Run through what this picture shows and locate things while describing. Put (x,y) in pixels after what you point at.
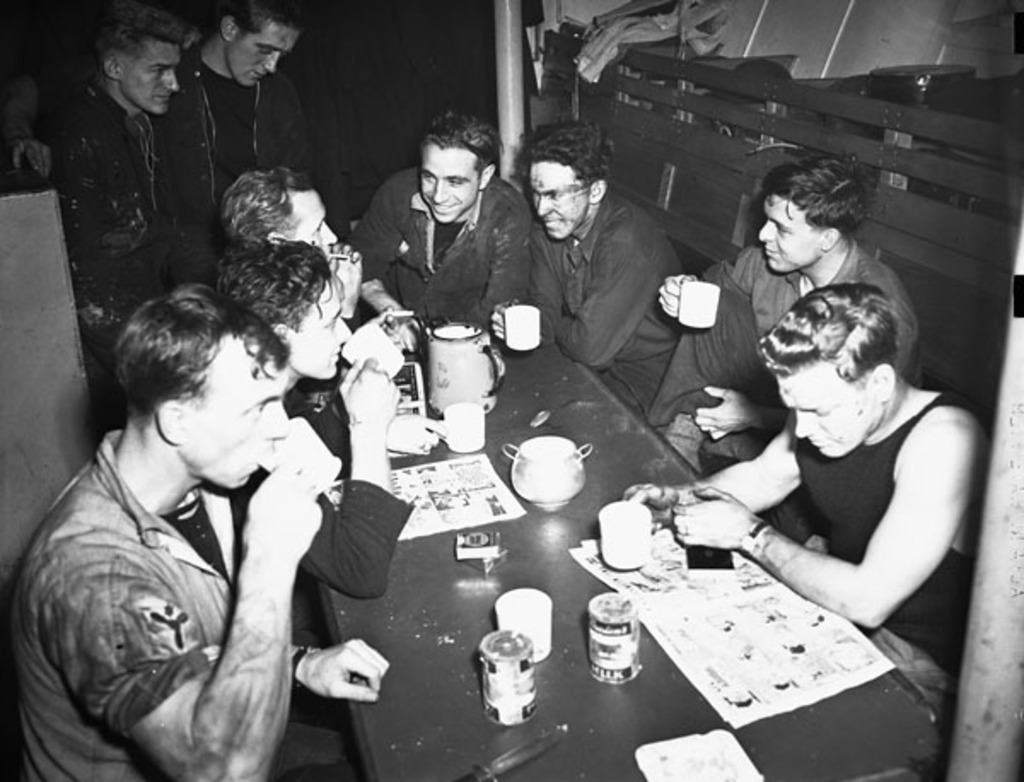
in this image the persons (427,290) are sitting on the chair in front of table (670,667) and it has cups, tin bottles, tea cups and papers (502,493) are there on table (827,749) most of the people (308,369) are wearing the jacket (502,272) and pant (746,439) and some of the persons (253,129) they are standing on the floor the background (655,127) is very dark and behind the persons (825,217) the wall (765,133) is there.
